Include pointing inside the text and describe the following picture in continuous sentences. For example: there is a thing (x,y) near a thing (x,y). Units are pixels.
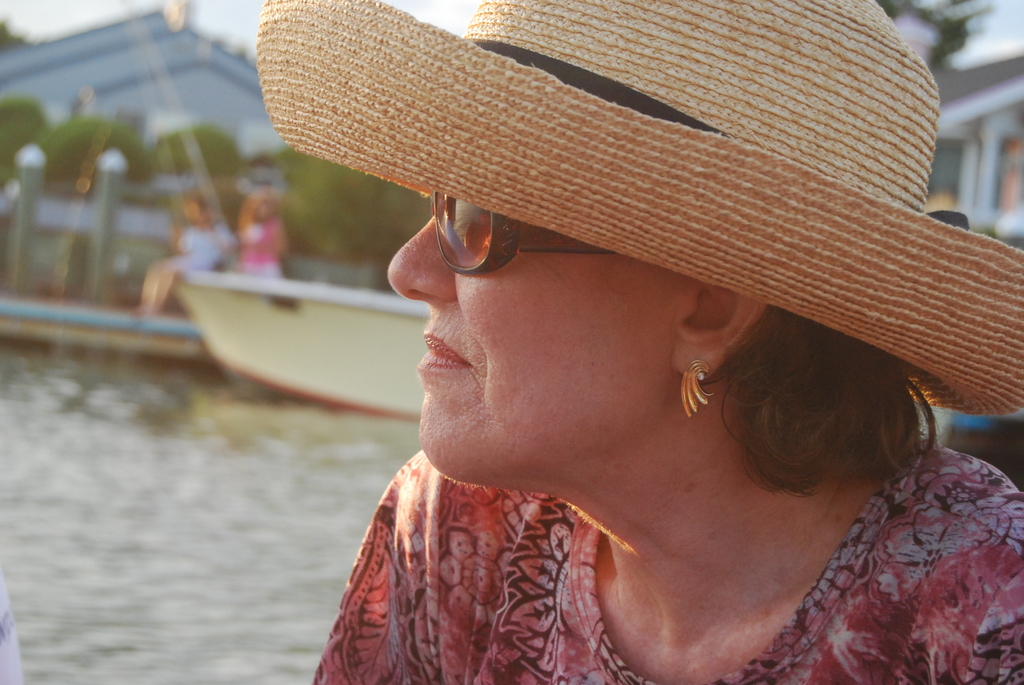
In this image there is a person (668,302) with a hat (792,27) and goggle (537,251), and at the background (284,288) there is a boat (262,285) on the water (252,474), two persons (202,257), buildings (28,85), plants (23,101), trees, sky (226,10).
